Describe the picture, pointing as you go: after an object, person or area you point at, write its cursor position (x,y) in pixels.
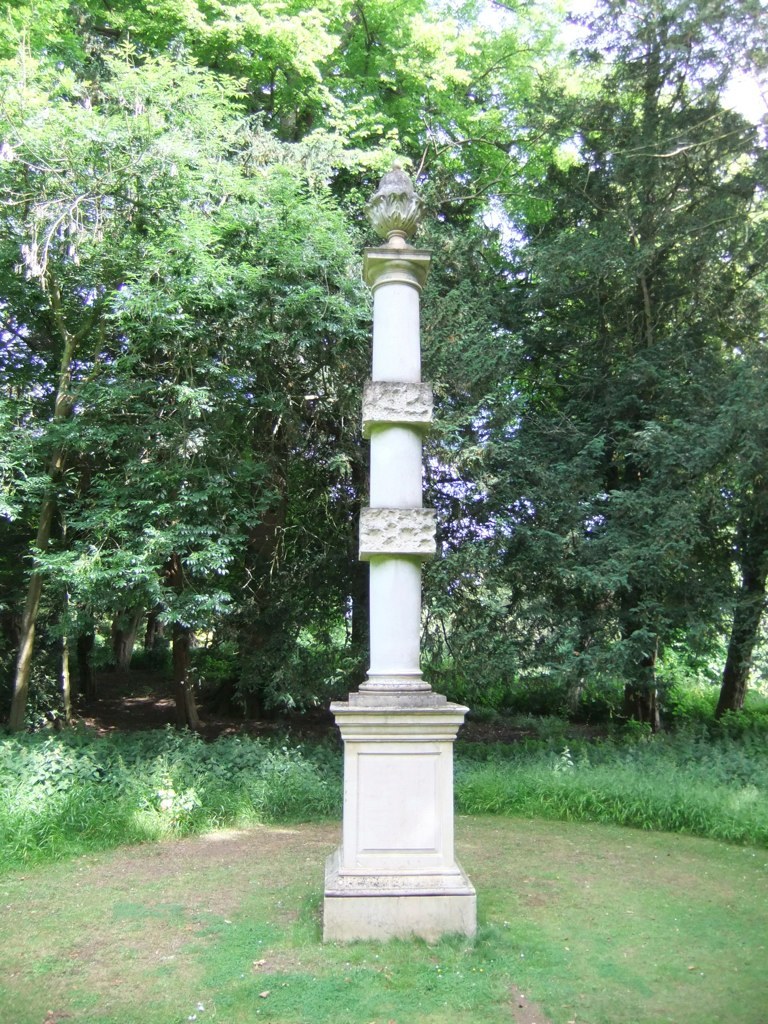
In the center of the image (393,670) we can see a pillar type solid structure (409,554). In the background (440,398), we can see trees (496,269) and grass (300,889).
